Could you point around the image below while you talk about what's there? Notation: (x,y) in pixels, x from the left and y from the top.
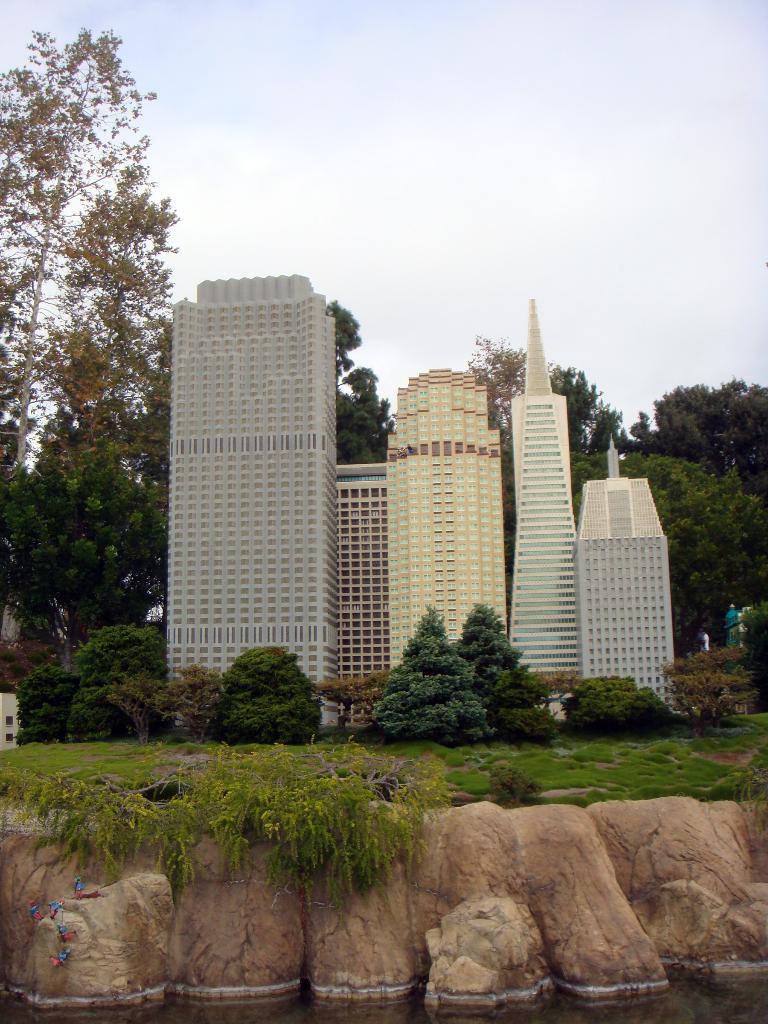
In this image I see the rocks (599,896), green grass (223,752), number of trees (766,643) and I see the buildings (461,456) over here and I see the water (310,1009) over here. In the background (595,241) I see the sky (477,138).
